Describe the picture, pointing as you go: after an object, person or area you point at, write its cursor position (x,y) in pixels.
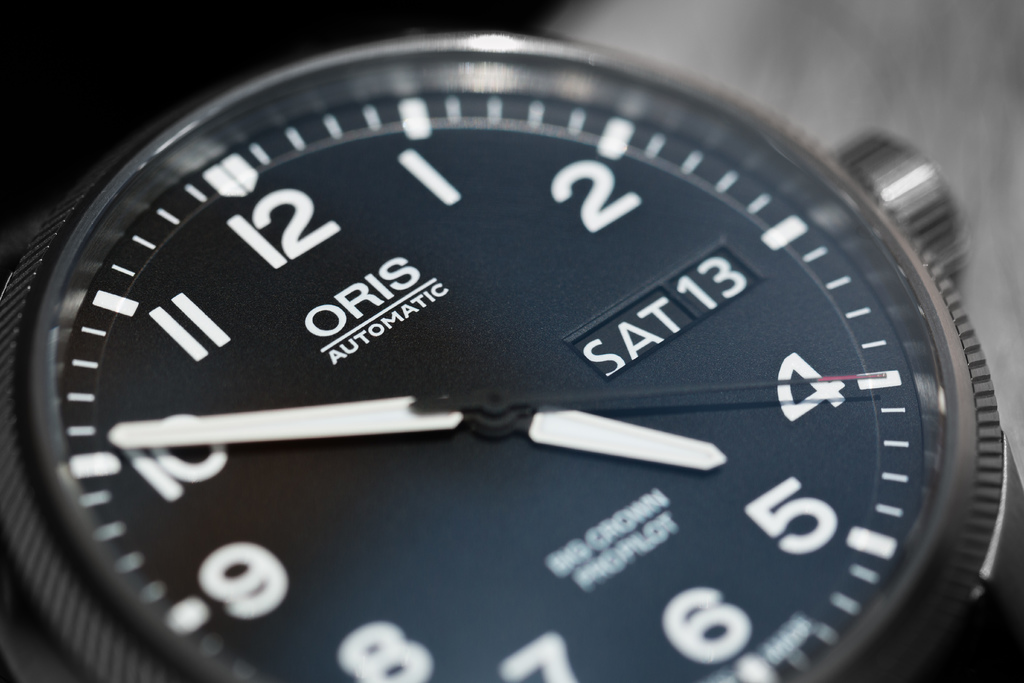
In the picture I can see dial gauge (383,369) of a wrist watch (357,408).
